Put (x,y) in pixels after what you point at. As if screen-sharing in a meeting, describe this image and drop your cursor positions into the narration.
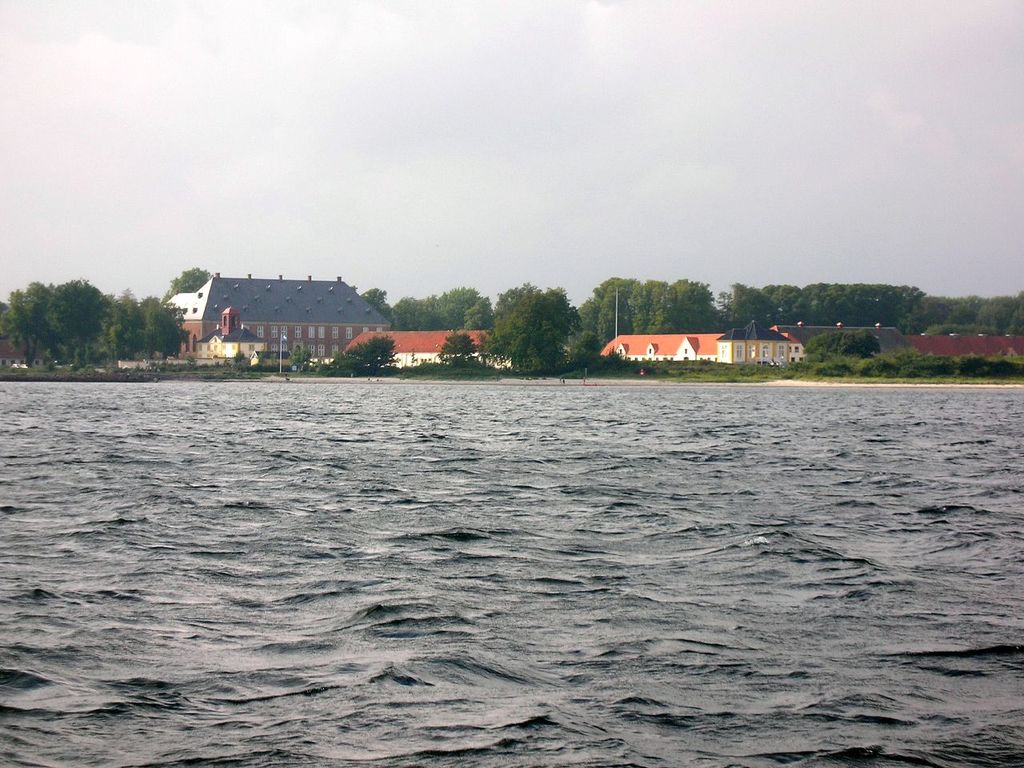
In this picture we can see water (718,503), beside the water (716,466) we can see houses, trees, poles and some objects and we can see sky (880,250) in the background (654,207).
